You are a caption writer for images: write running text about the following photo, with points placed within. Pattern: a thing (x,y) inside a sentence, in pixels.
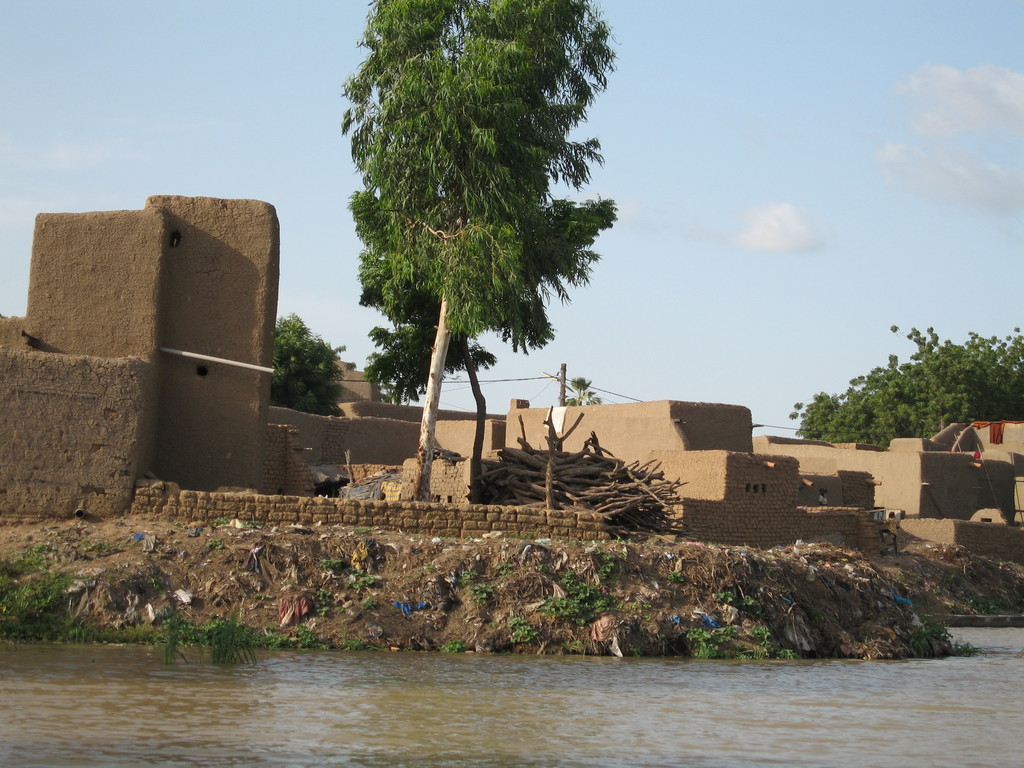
In this picture there are trees (869,392) and there are mud walls (960,538) and there are tree branches (535,484) and there are wires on the pole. At the top (765,114) there is sky (876,167) and there are clouds (935,118). At the bottom (424,659) there is water (658,721) and there is garbage (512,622) and there are plants (472,572) on the mud (441,574).
